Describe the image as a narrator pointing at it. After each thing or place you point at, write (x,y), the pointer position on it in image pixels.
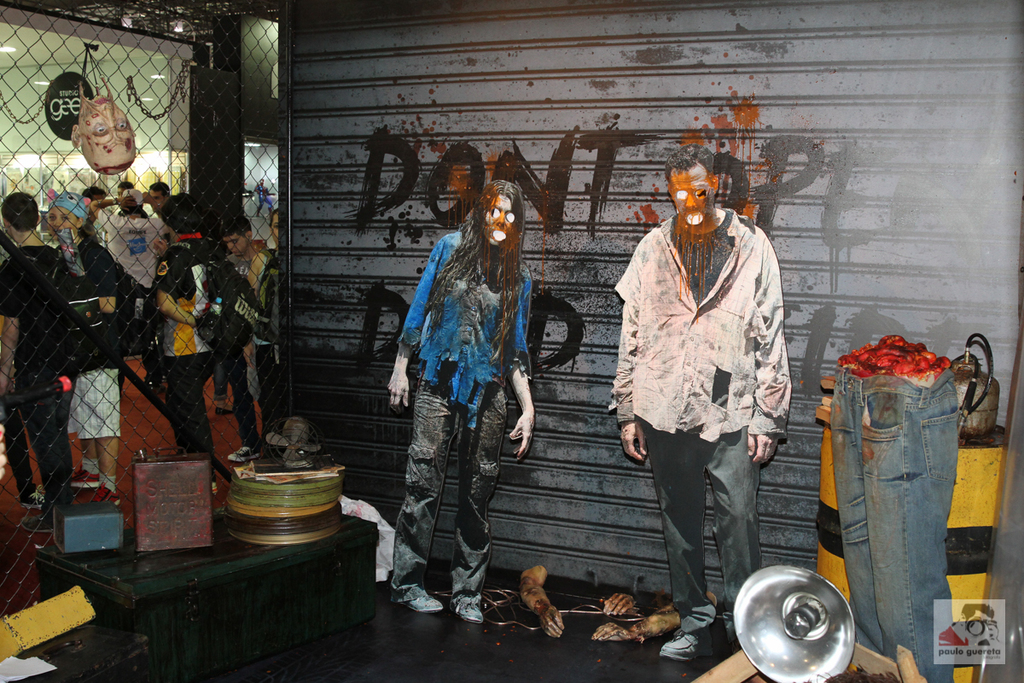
In this image I can see the black colored floor (510,660), few metal boxes (245,628), a light (796,586), few cutouts (691,408), the rolling shutter (584,333) and the metal fence (167,143). I can see few persons (76,282) standing, the ceiling (4,34), few lights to the ceiling (121,83) and few other objects (62,91).
